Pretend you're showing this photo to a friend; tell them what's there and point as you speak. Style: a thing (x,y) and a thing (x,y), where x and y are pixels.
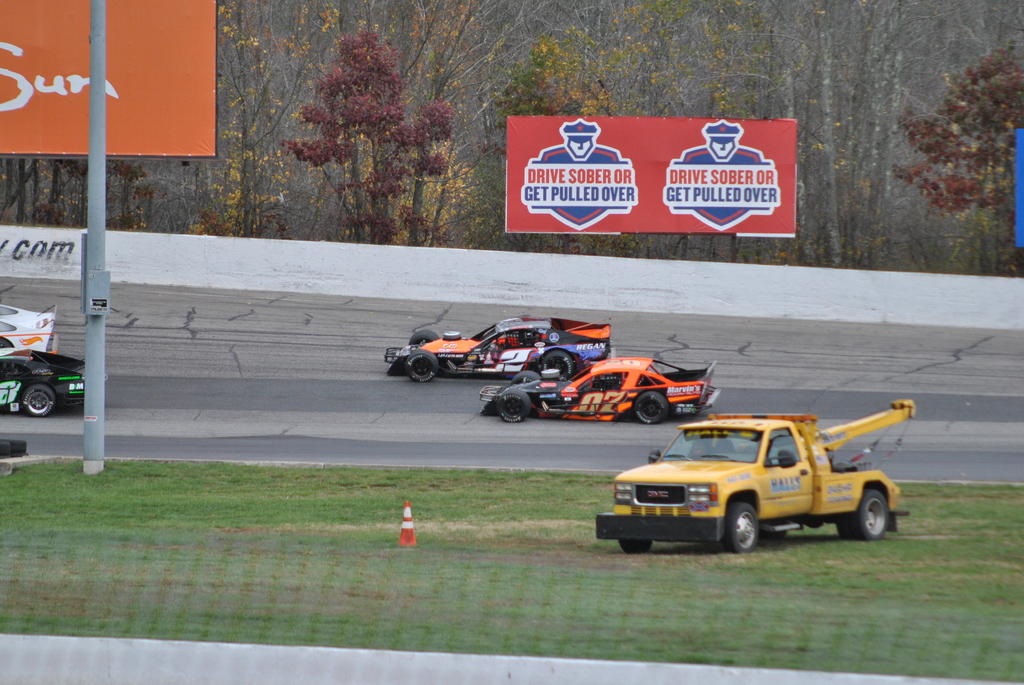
In this image in the center (579,397) there are some vehicles (495,414), and at the bottom (358,543) there is a walkway (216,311) and grass (435,550). And there is a barricade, pole (93,330) and board (633,167), in the background (689,255) there is wall (252,255) and trees (801,188).
